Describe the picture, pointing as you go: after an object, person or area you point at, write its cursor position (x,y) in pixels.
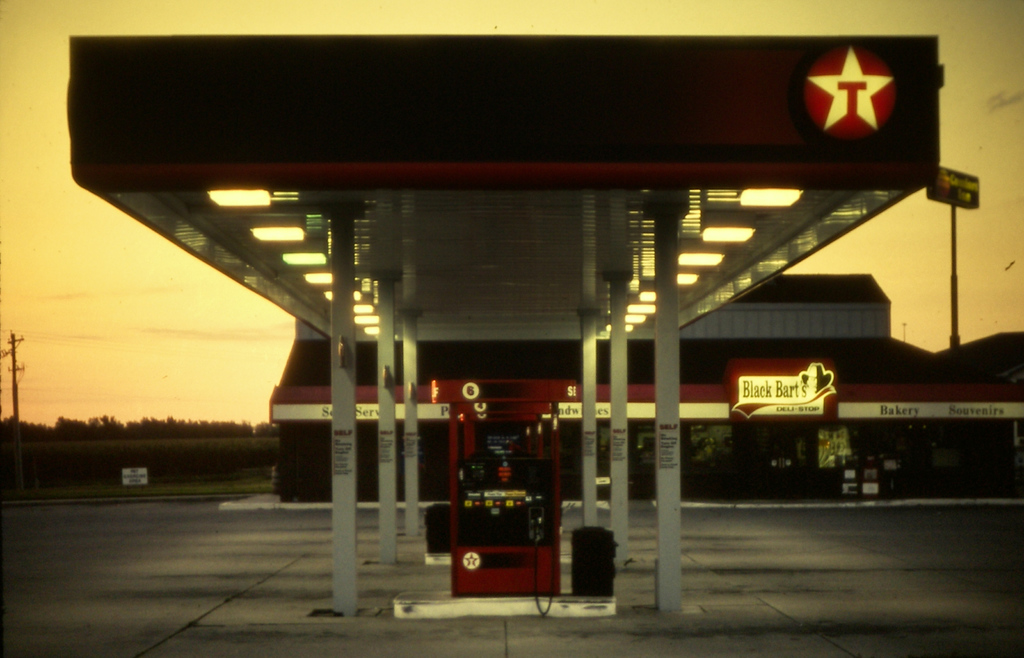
In the center of the image (525,418) we can see a petrol filling station (465,452), in which we can see lights (292,229), poles (675,334), one petrol filling machine (523,532), one black color object (581,569) and a logo (469,556). In the background (459,343), we can see the sky (824,263), one building (550,357), trees (61,425), poles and a few other objects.
